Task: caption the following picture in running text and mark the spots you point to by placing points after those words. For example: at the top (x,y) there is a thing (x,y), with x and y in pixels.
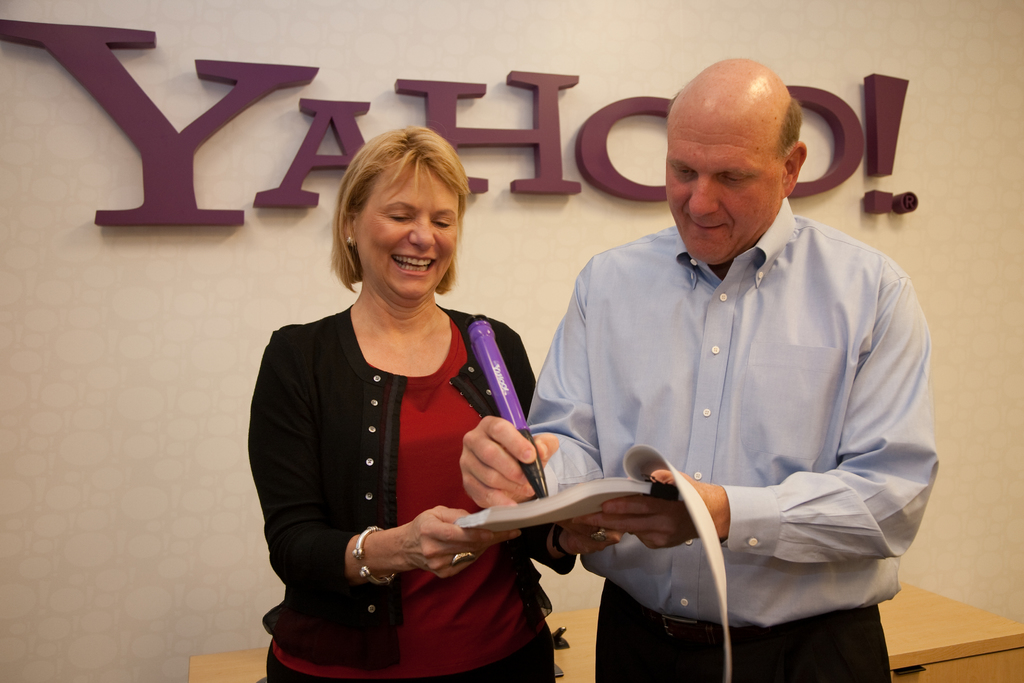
These two people (369,381) are holding book (645,447). This woman (401,446) is smiling. This man (485,500) is holding a pen (503,377). Background (9,162) there is a wall (124,367) and table (928,620).
